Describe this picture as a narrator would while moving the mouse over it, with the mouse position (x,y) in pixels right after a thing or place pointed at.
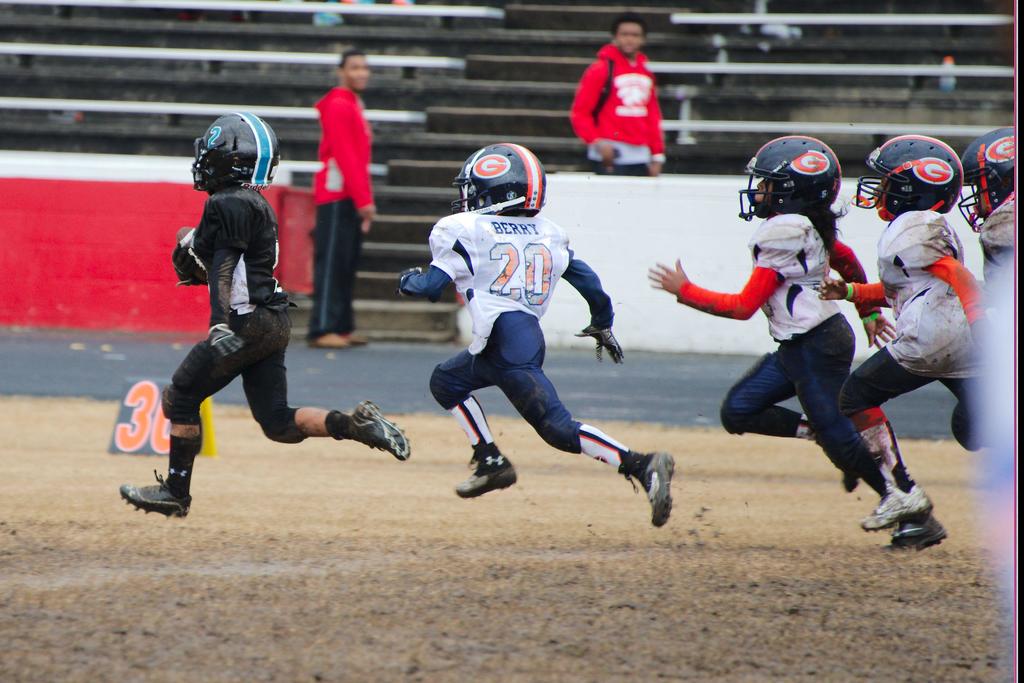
In the center of the image (444,277) we can see persons (947,301) running on the ground (540,453). In the background (534,114) we can see stairs (534,81), persons (633,47) and benches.
